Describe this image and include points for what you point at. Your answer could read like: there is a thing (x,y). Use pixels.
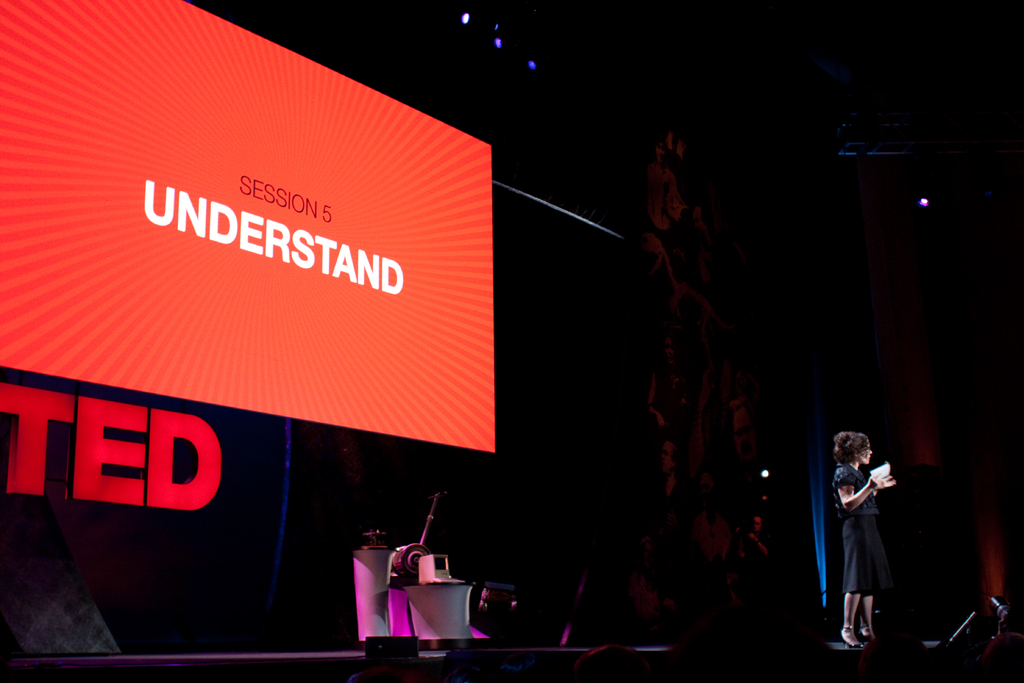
In this picture I can see a woman (840,503) standing, there are focus lights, there are some objects (437,572) on the tables (459,585), there is another person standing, there is a mike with a mike stand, and in the background (81,18) there is a screen (440,158).
